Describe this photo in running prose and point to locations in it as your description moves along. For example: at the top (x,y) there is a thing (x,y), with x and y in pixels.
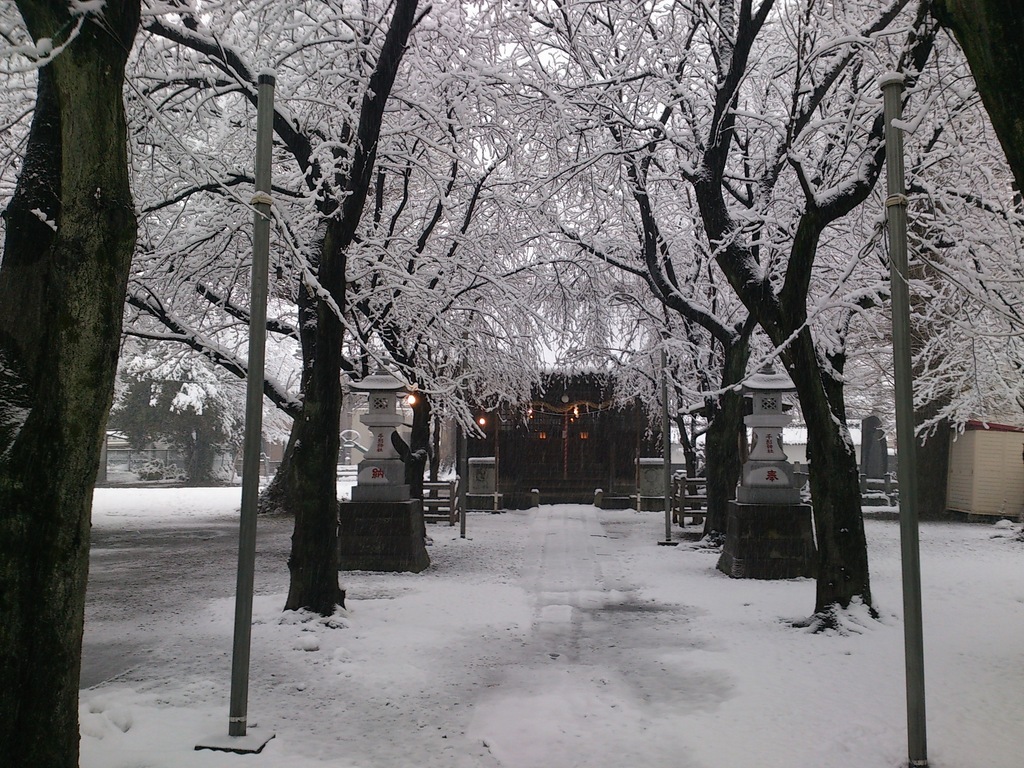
This image consist of trees (500,378). In the middle (528,436), there is a house (584,480). At the bottom (524,720), there is snow (602,741) on the ground (600,702). To the right (974,483), there is a cabin (973,494).
